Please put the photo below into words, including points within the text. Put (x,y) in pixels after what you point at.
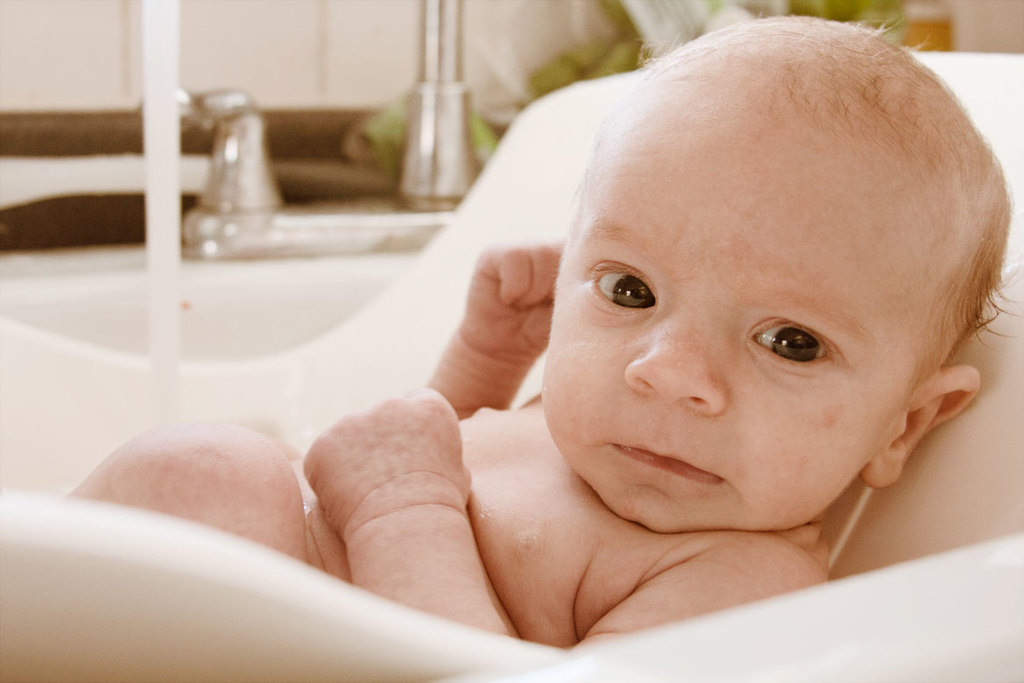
In this image we can see a baby (657,551) in a bathtub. On the backside (255,44) we can see a tap (206,254) and a wall (199,72).
